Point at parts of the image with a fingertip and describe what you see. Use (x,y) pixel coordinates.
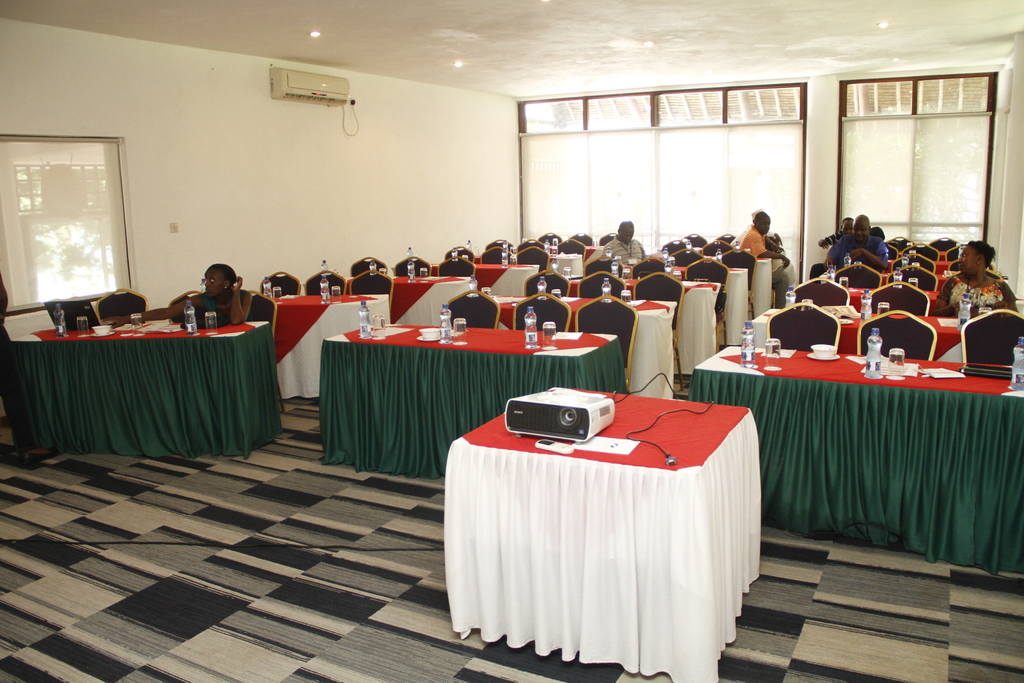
In this image, we can see bottles (607,295), glasses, papers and some other objects (550,444) on the tables (495,386) and there are clothes (492,373) and we can see chairs (265,297) and some are sitting on them. In the background (525,211), we can see an air conditioner (338,102) and some curtains (634,207). At the top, there are lights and at the bottom (223,568), there is a floor (160,556).
